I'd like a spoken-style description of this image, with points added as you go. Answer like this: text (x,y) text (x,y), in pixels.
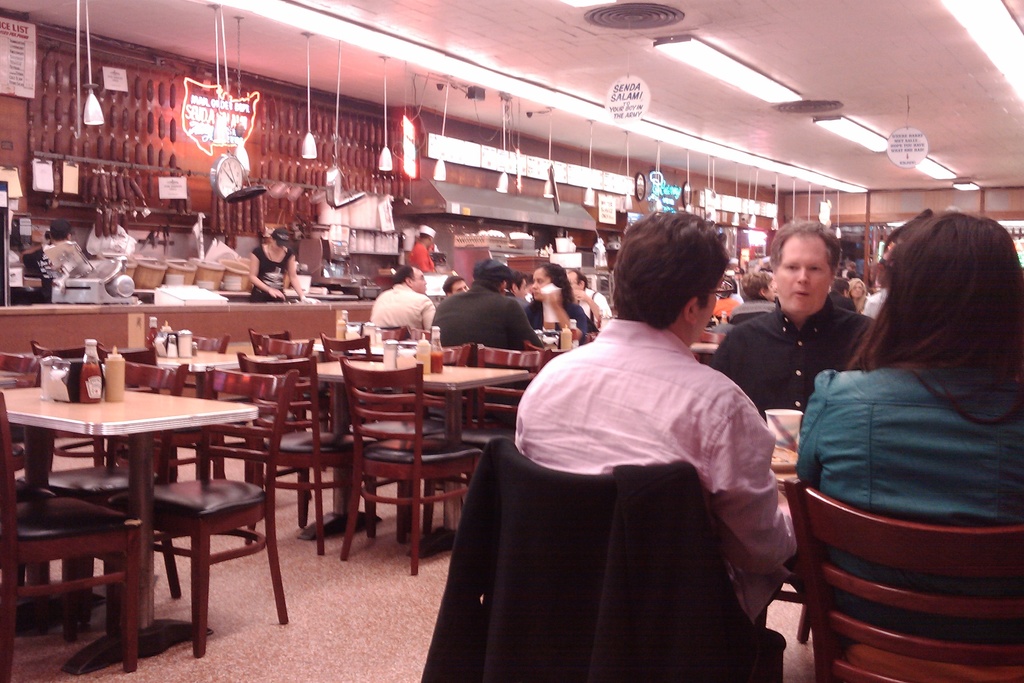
In this picture we can see some persons (583,314) sitting on chair (545,347) and in front of them there is table (431,386) and on table (431,373) we can see bottles (427,356), jars (44,392), tissue papers (53,380) and in the background (632,199) we can see wall (256,123), watch (214,167), baskets (136,261), person (285,232) standing, lights (589,207), notices (628,108) and here on chair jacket (593,498) is kept.
